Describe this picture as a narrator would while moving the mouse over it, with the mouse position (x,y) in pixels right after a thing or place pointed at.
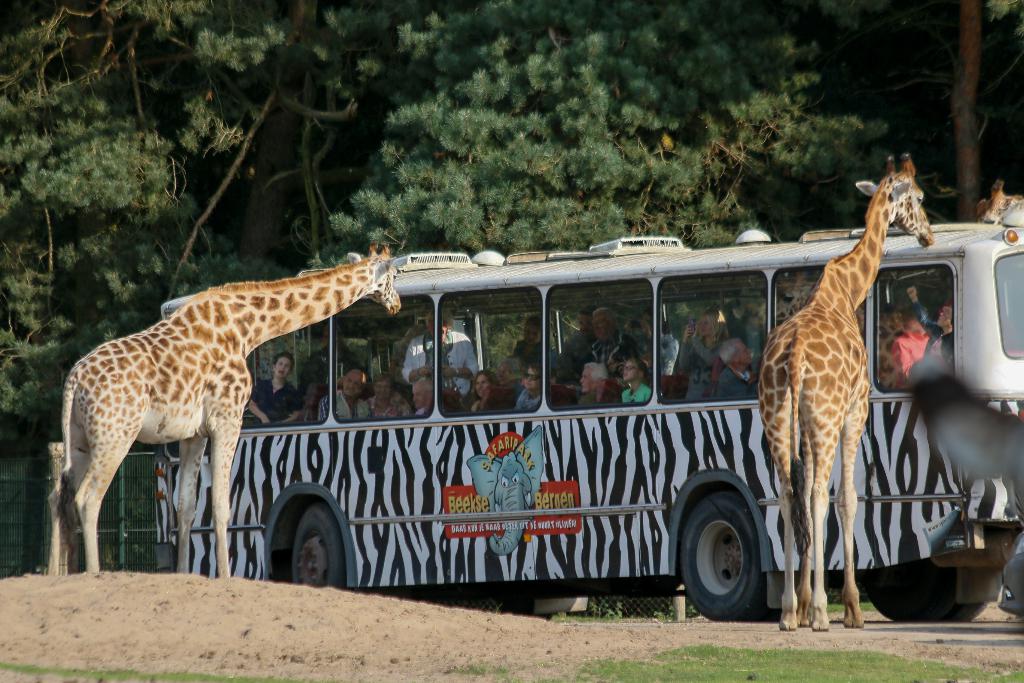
In this picture we can see a bus (252,475) with a group of people (699,358) in it, two giraffes (825,423) standing on the ground (366,628), grass (799,659), fence (111,504) and in the background (375,112) we can see trees (661,93).
